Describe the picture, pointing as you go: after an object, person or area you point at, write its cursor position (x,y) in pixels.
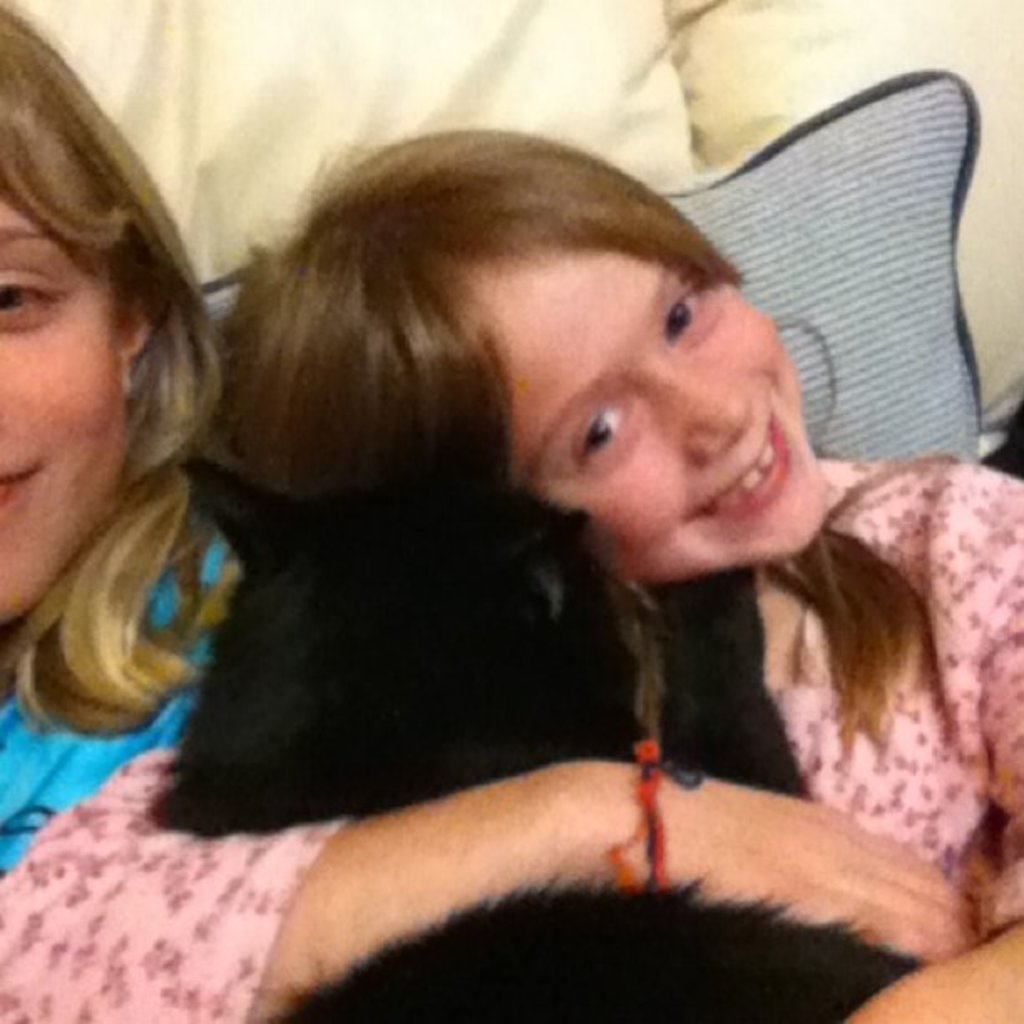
In the image we can see there are two girls (71,553), wearing clothes (59,759) and they are smiling. These are the pillows (211,288).
